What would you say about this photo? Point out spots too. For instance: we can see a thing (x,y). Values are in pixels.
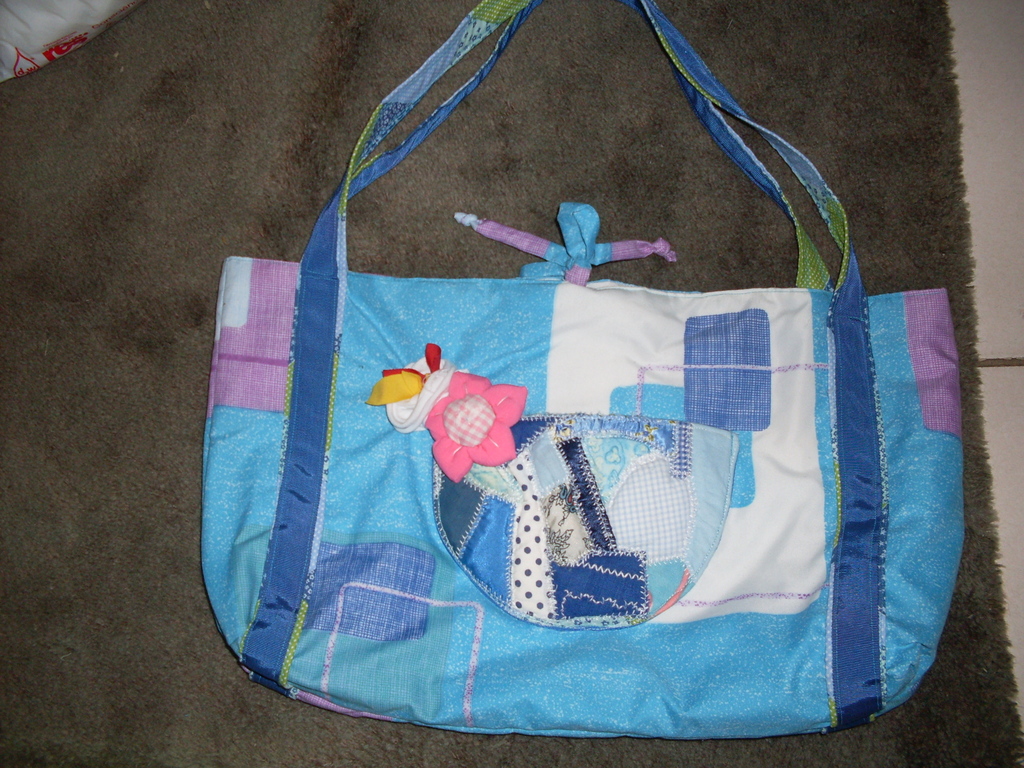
In this image I can see a handbag (240,338) of blue color.
